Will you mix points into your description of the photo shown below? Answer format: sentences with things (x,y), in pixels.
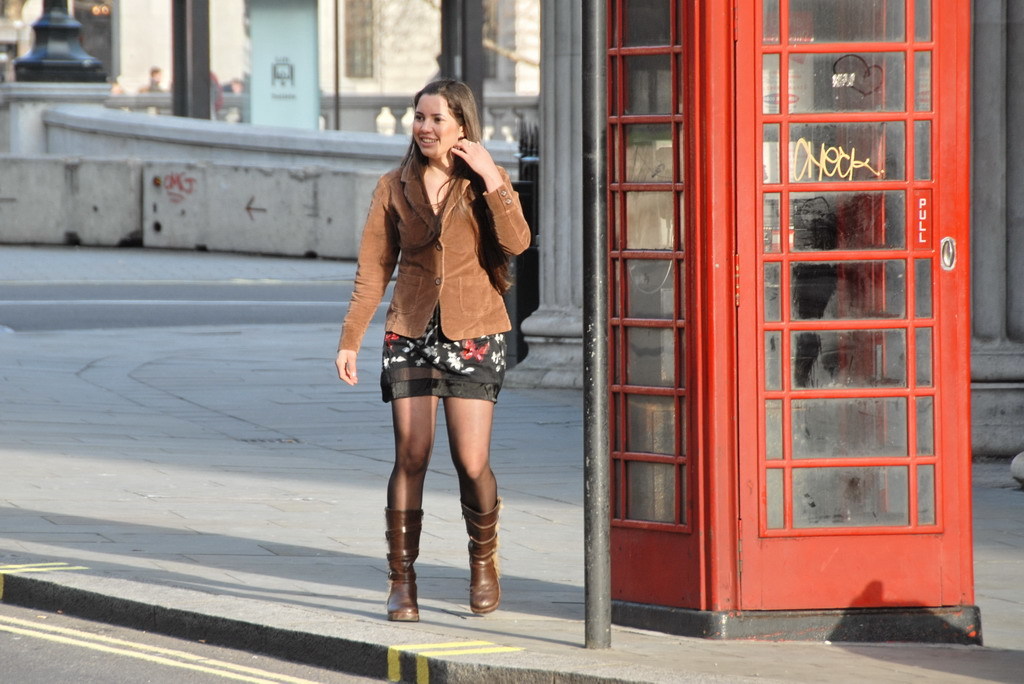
In the center of the image (465,285) a lady (480,442) is walking. On the right side of the image (917,252) we can see telephone booth (689,228), pole (584,121) are there. In the background of the image (196,130) we can see building (416,70), poles (180,14), wall (235,184) are there. At the bottom of the image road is there.
